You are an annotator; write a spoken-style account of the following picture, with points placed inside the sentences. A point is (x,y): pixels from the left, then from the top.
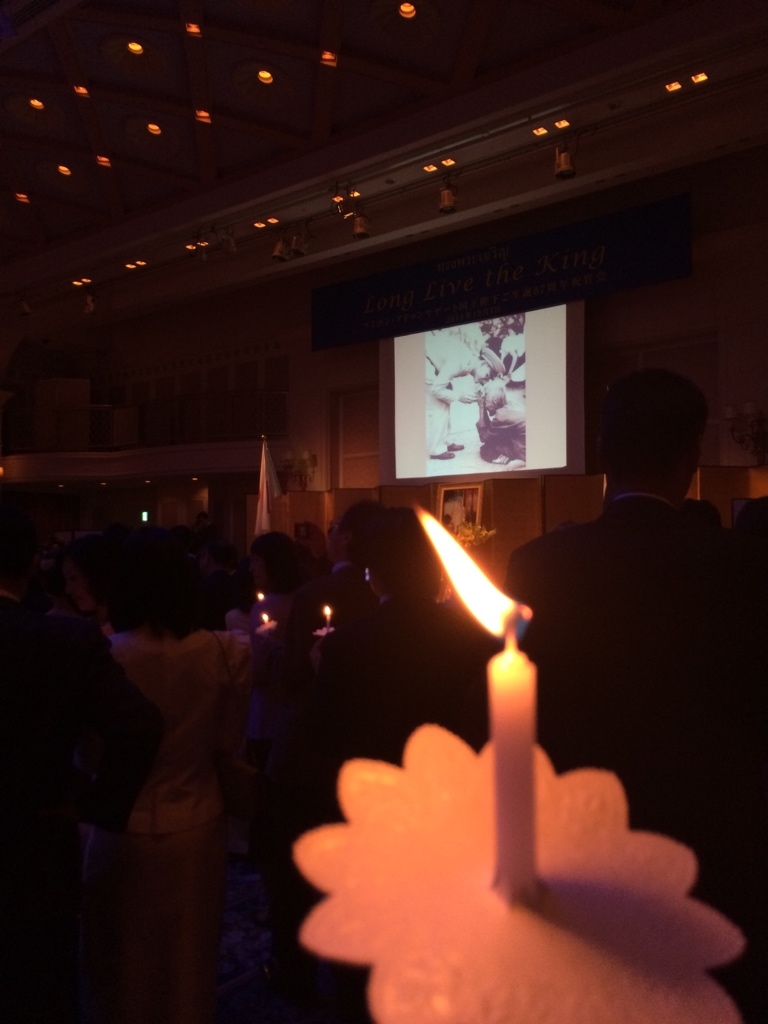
Most of the image is dark. In the image we can see there is a candle (495,690) and flame (419,517) and there are people (649,586). Here we can see screen (461,419) and lights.
